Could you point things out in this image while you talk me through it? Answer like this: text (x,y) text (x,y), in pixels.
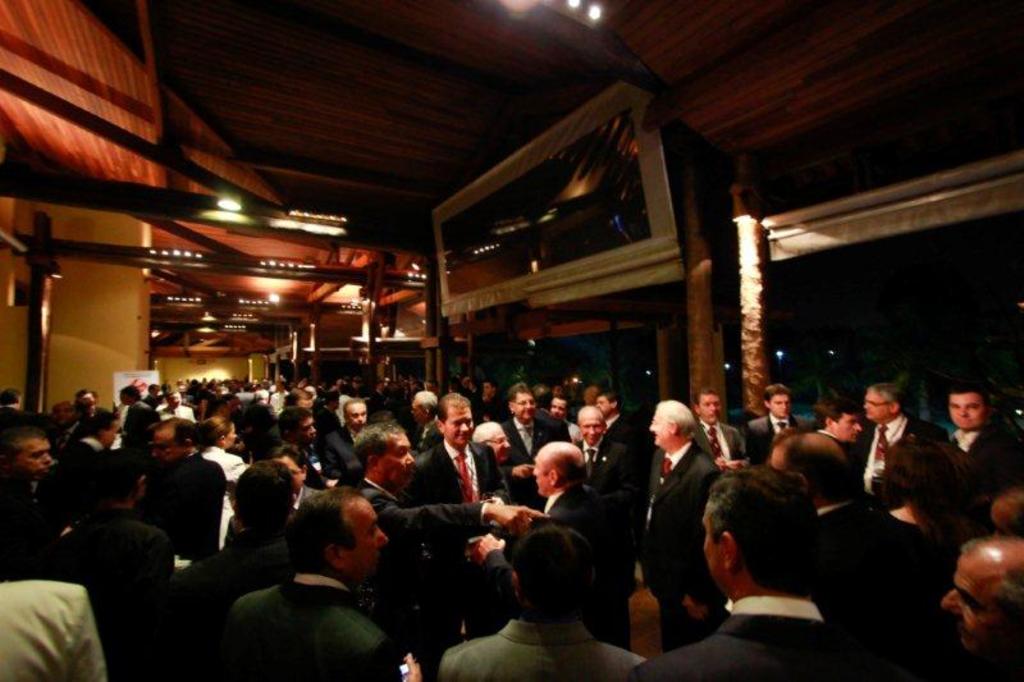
In this image we can see people (241,544) standing and there are doors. We can see pillars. In the background (205,374) there is a wall (218,360) and lights (277,300).
